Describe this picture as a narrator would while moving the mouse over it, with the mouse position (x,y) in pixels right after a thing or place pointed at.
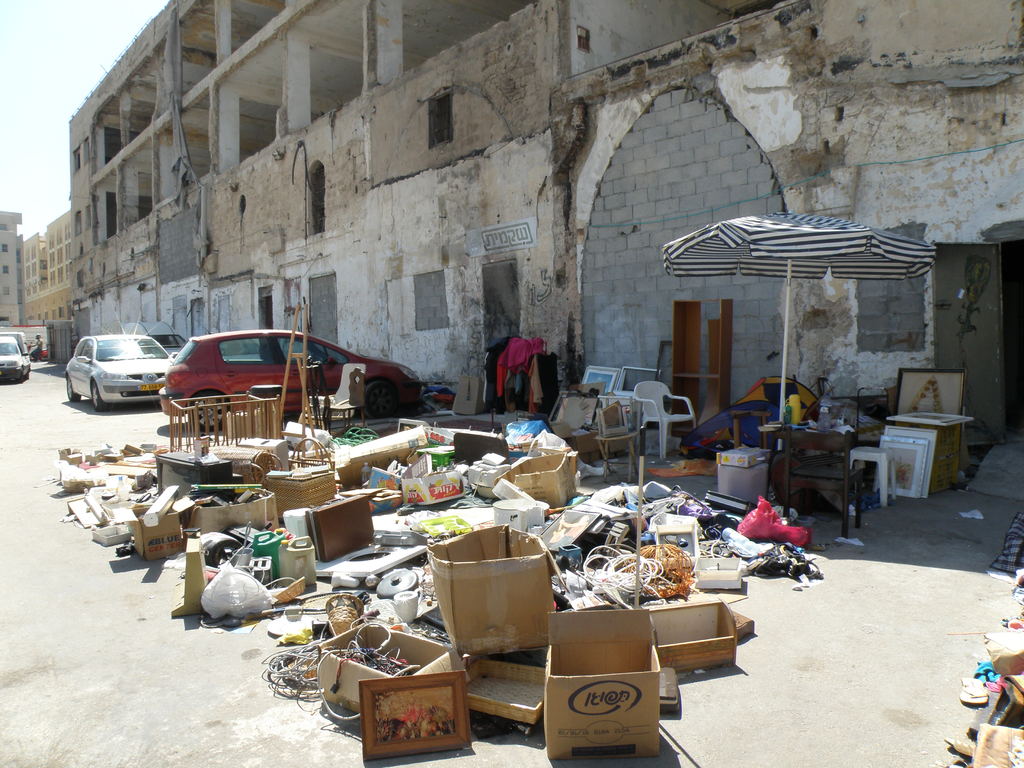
In this image I can see the ground (112,665) and on the ground (93,667) I can see few cardboard boxes (568,653), few wooden boxes (487,681), few photo frames (392,747), few wires (623,580), few plastic bags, few cans (308,555) and few other objects (304,481). I can see an umbrella (770,255) which is white and black in color, few chairs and few clothes (522,362). I can see few vehicles (135,370) on the ground (152,408) and few buildings (121,242). In the background (33,58) I can see the sky (41,127).
